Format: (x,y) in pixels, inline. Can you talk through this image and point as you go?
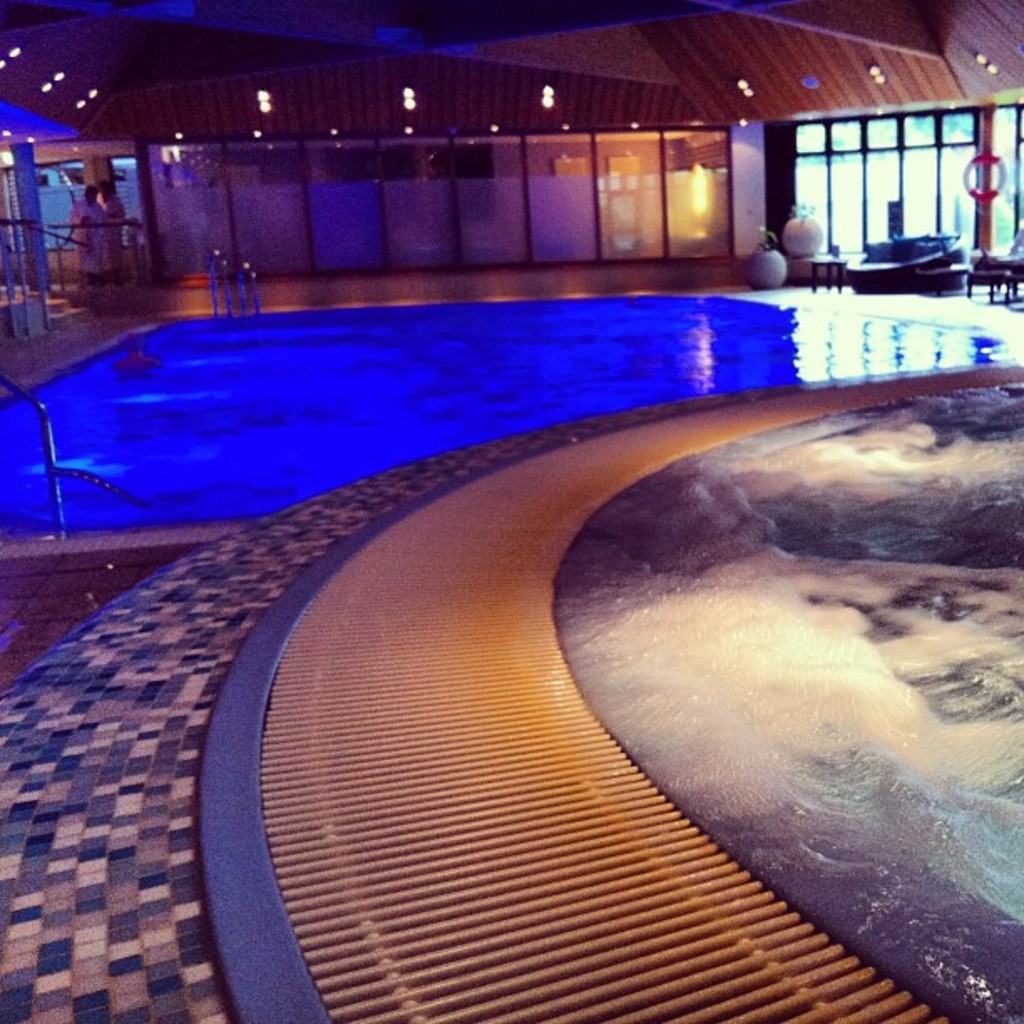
In the background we can see lights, floor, plants (778,236) with pots (808,244). At the left side (90,219) corner we can see two people (102,209) standing. This is a swimming pool (251,437).
